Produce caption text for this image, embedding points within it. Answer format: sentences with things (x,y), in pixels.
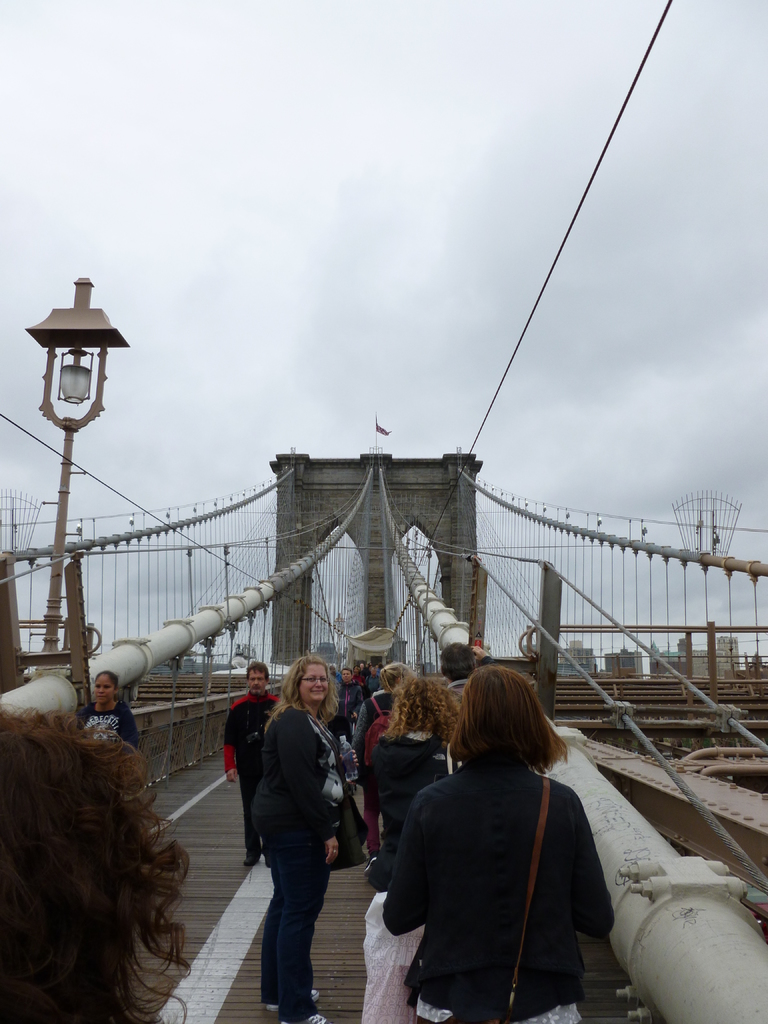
This image is taken outdoors. At the top of the image (357,319) there is a sky (453,147) with clouds (286,108). At the bottom of the image (189,993) there is a bridge (182,914) with railings (183,744), ropes (324,603), grills (196,749), walls (297,523) and pillars (321,514). On the left side of the image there is a light (90,303). In the middle of the image (492,667) a few people (449,906) are standing on the bridge (378,619).
